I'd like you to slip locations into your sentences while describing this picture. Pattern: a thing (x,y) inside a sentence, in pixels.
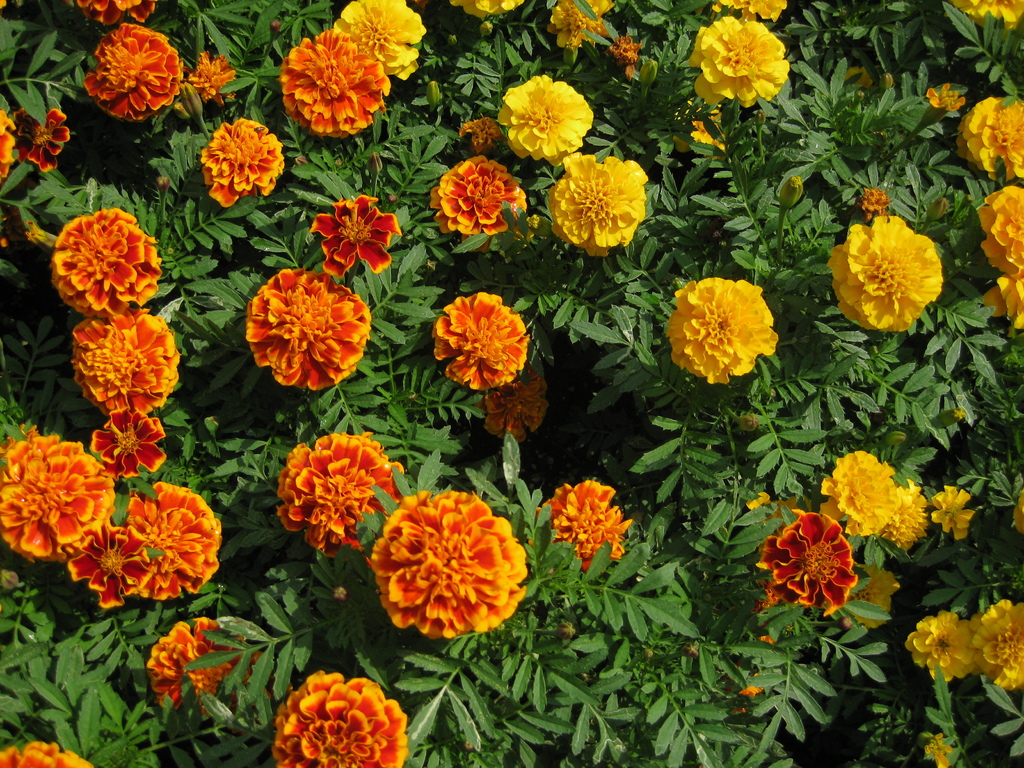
In this image I can see there are flowers (141,448) and plants (355,395).
